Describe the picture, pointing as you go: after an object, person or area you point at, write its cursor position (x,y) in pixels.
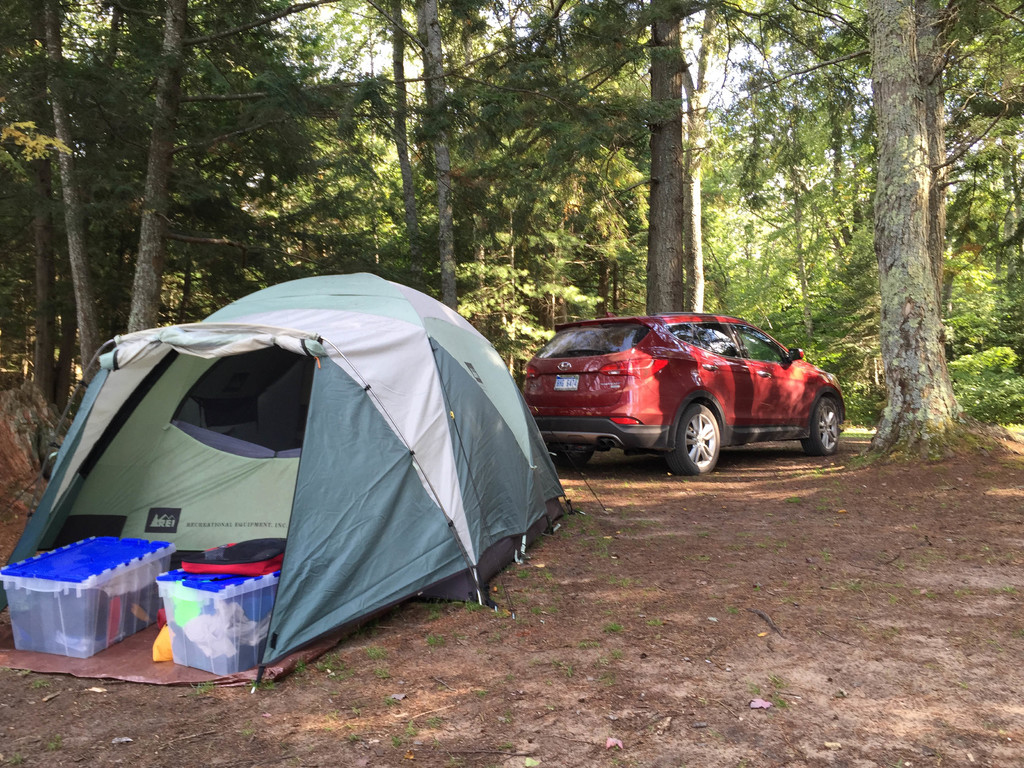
In this image I can see a car (727,405). On the left side (239,424) I can see a tent (338,420). I can see some objects (216,609) in the box (226,592). In the background (540,249), I can see the trees (568,175).
